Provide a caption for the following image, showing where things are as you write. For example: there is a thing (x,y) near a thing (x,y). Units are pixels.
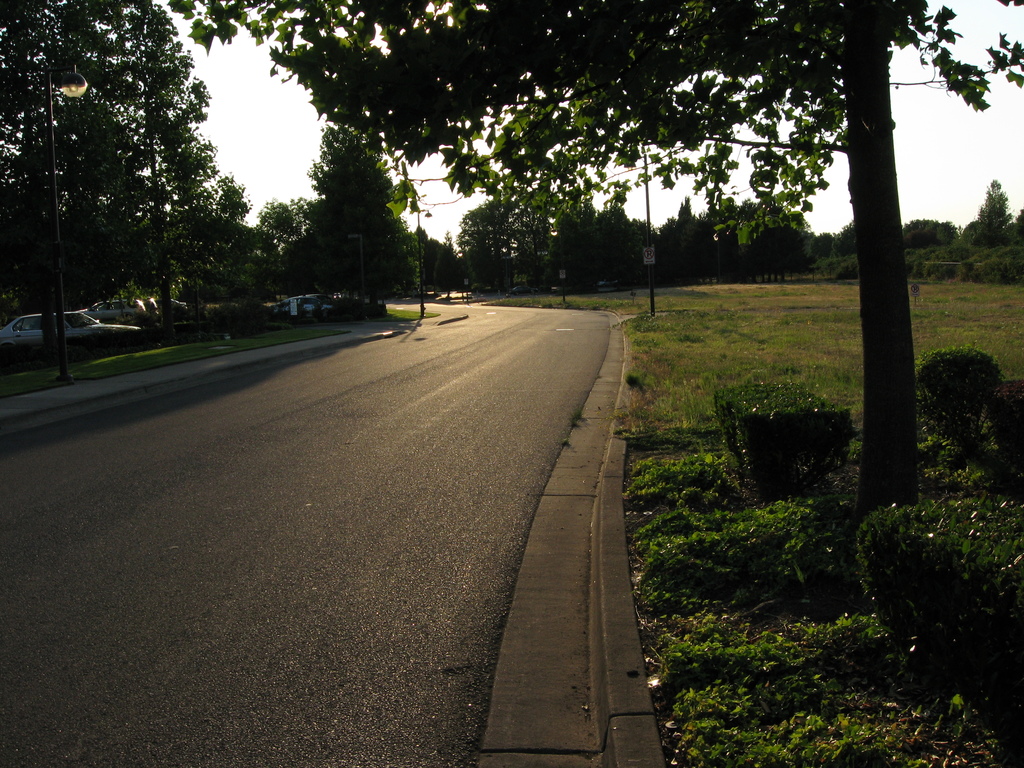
On the left side of the image (39,322) there are cars (20,326) on the parking lot (69,311). On the right side of the image (834,566) there are plants (955,548). At the bottom of the image (844,571) there is grass (754,307) on the surface (749,304). There are street lights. In the background of the image (745,206) there are trees (666,263) and sky (235,114).
